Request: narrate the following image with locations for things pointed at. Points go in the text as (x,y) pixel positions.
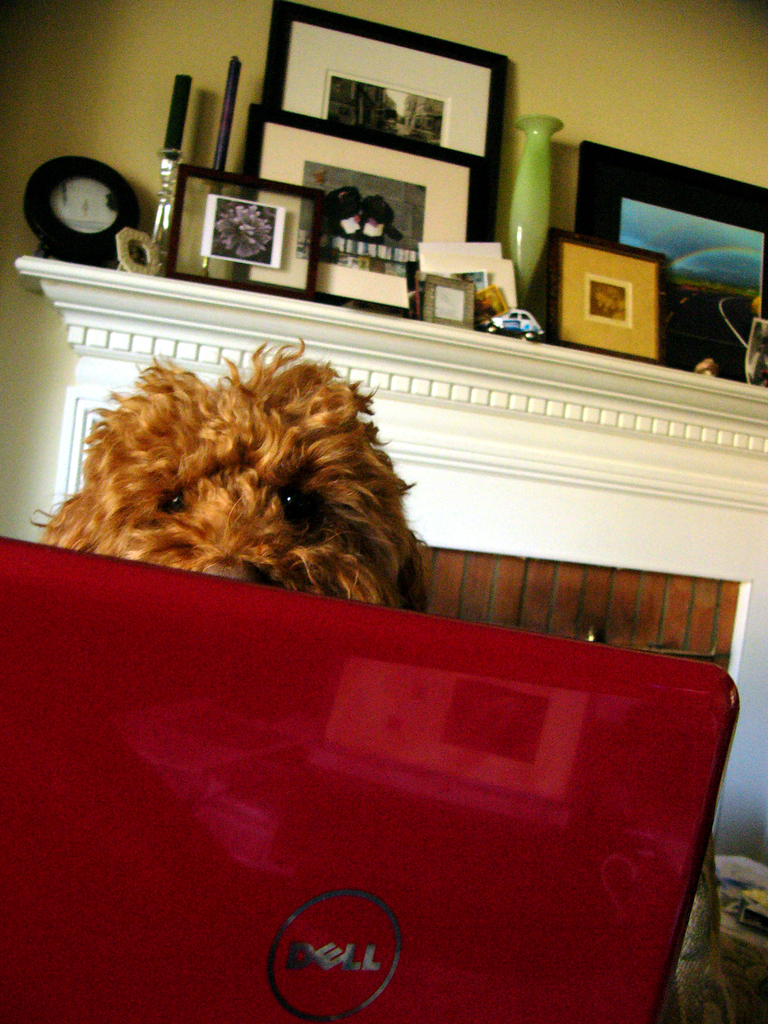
In this picture we can see a laptop (352,894) and a dog (267,520) in the front (249,520), in the background (117,54) there is a wall (41,73), we can see portraits (480,195), a flower vase (523,205), a toy (539,332), a photo frame (249,242), a candle holder (166,239) present in the background (167,171).
